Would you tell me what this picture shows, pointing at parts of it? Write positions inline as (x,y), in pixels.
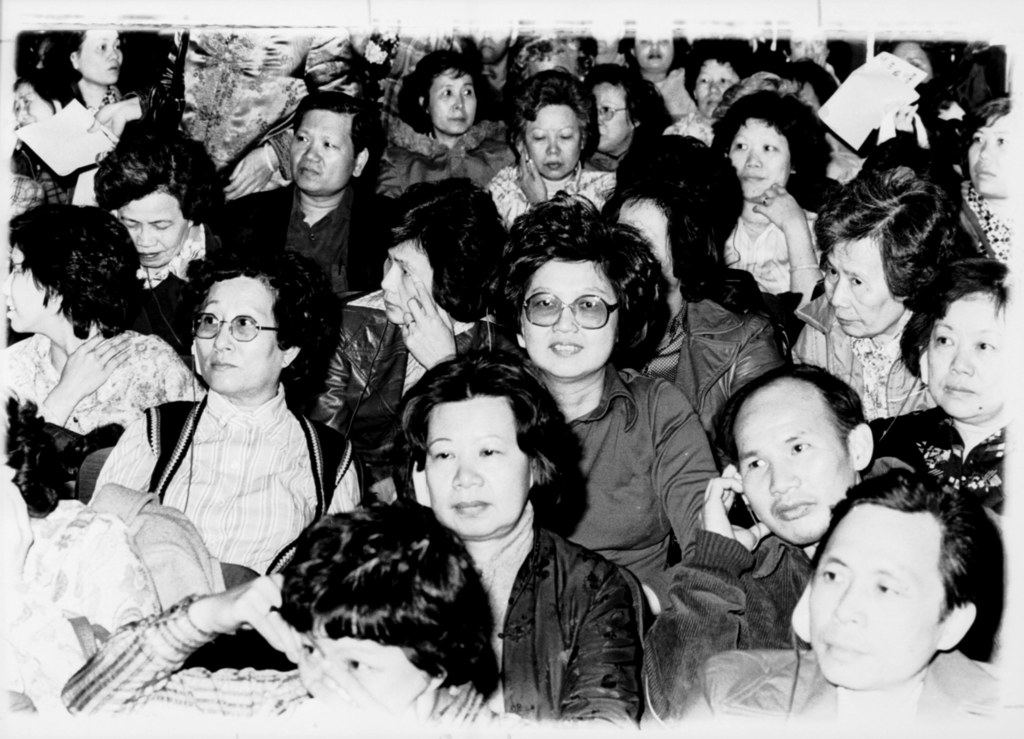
This is a black and white picture. I can see group of people (227,122) sitting.
